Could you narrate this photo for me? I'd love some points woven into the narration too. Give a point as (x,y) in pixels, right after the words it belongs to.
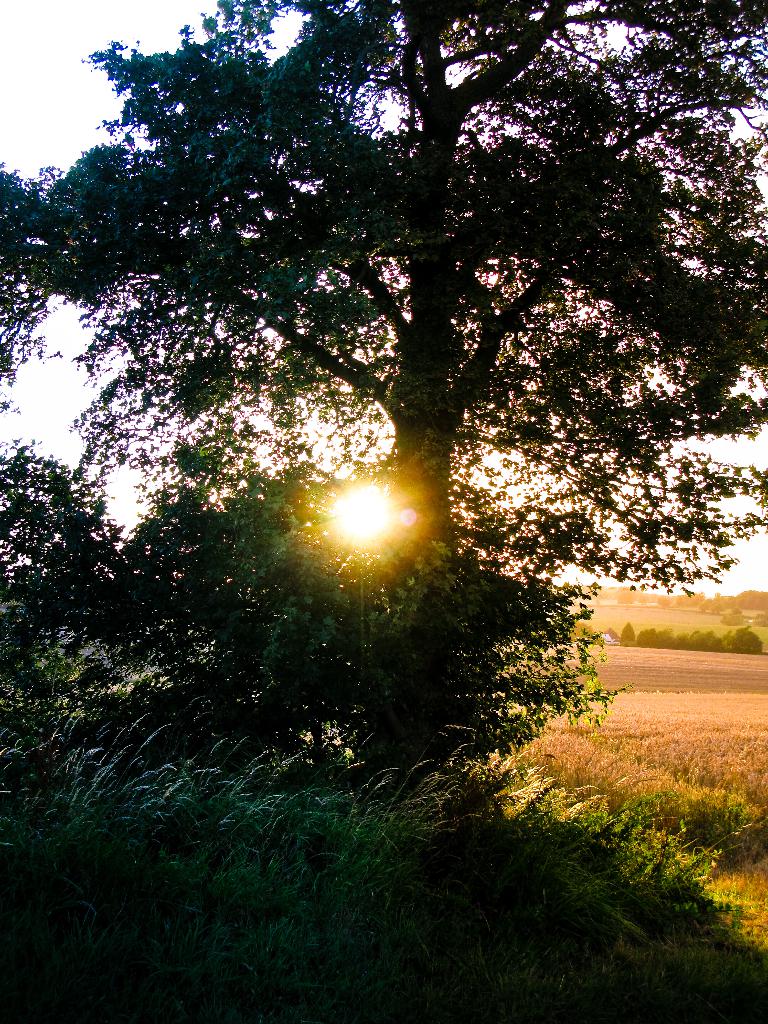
This image is taken outdoors. At the bottom of the image (298,896) there is a ground (492,895) with grass (377,794) and plants (596,836) on it. In the middle of the image (412,548) there is a tree (394,414). At the top of the image (22,50) there is a sky (41,426) with sun (364,509).
